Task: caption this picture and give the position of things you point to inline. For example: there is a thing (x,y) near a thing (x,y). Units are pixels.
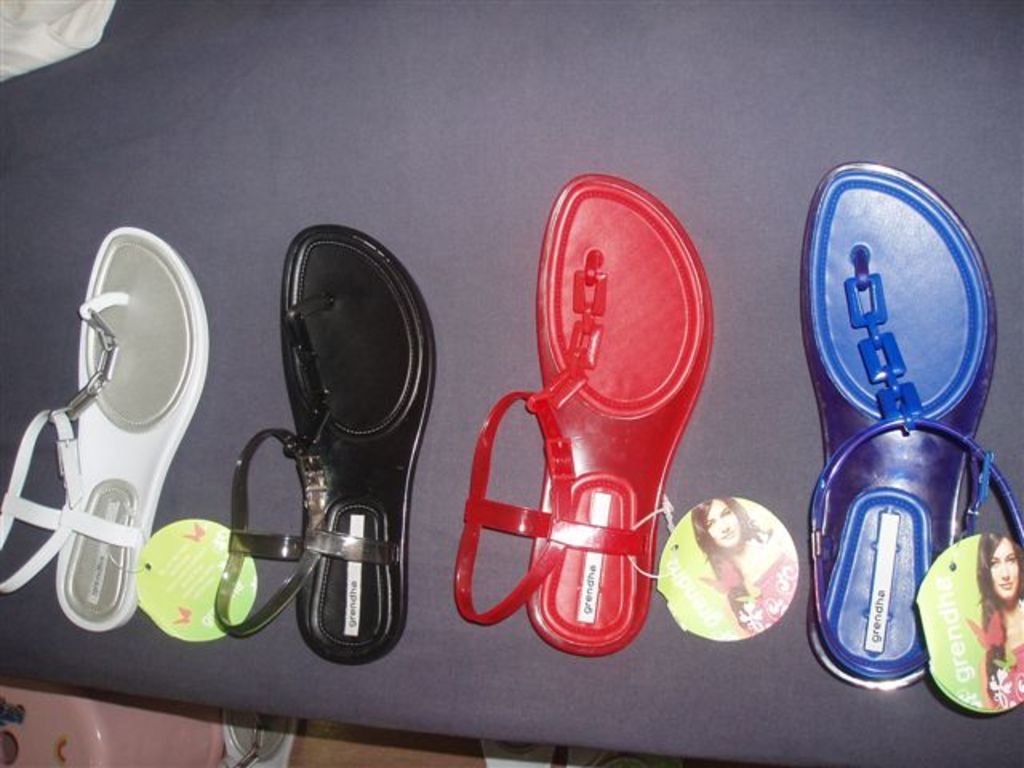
The picture consists of a table (519,139), on the table (983,99) there are sandals (86,387). At the bottom (153,740) there is a stool (108,739). On the left (59,47), at the top (42,19) there is a cloth (35,15).
